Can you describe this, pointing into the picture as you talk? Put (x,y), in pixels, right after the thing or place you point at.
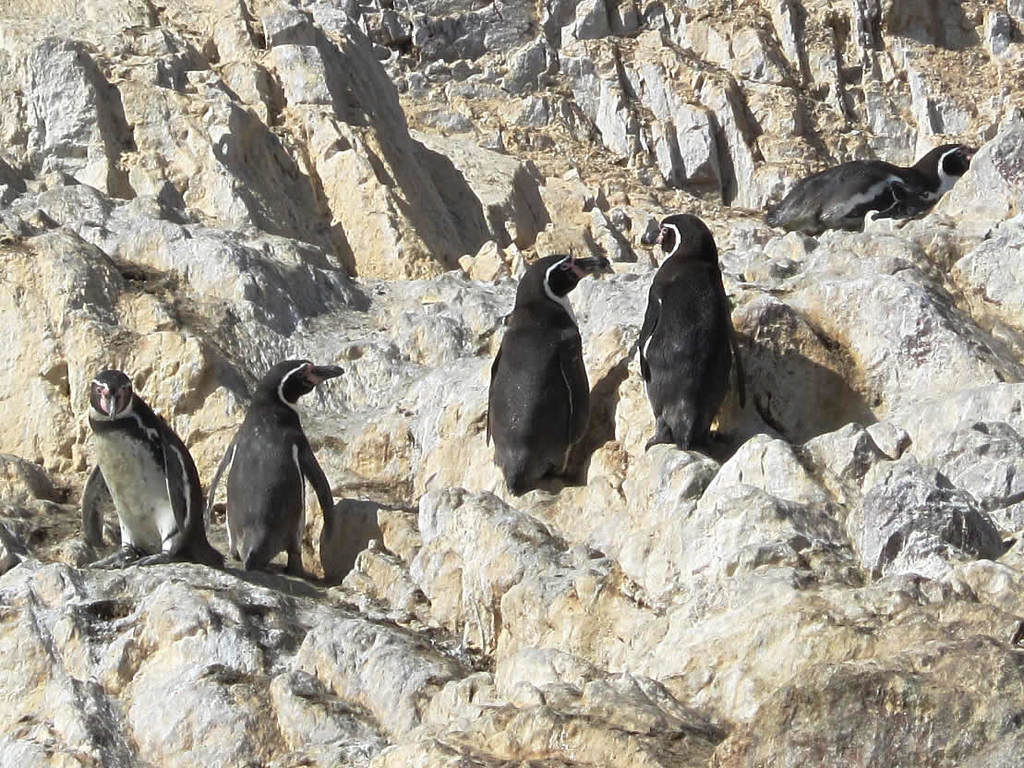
In this image we can see five penguins (519,357) are standing or lying on the mountain (461,534).
